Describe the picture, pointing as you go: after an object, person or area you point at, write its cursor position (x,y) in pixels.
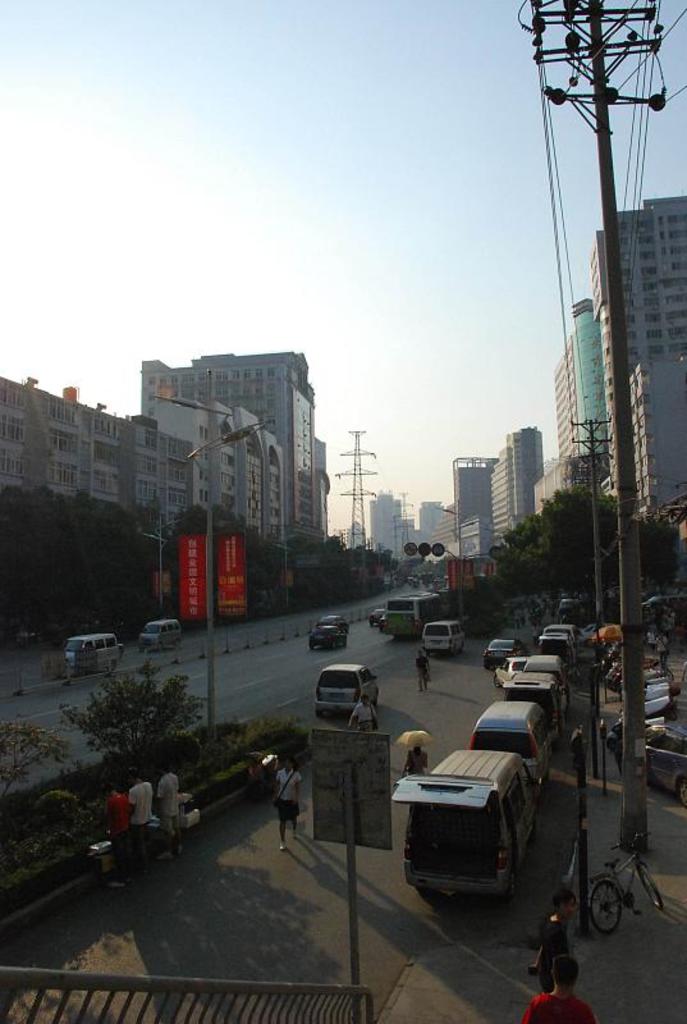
In the picture we can see a street (464,655) with roads (456,659) and on it we can see some vehicles (109,664) and besides, we can see some trees (342,597) to the path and buildings (266,530) and in the background (366,528) we can see some electric tower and sky (367,431).
